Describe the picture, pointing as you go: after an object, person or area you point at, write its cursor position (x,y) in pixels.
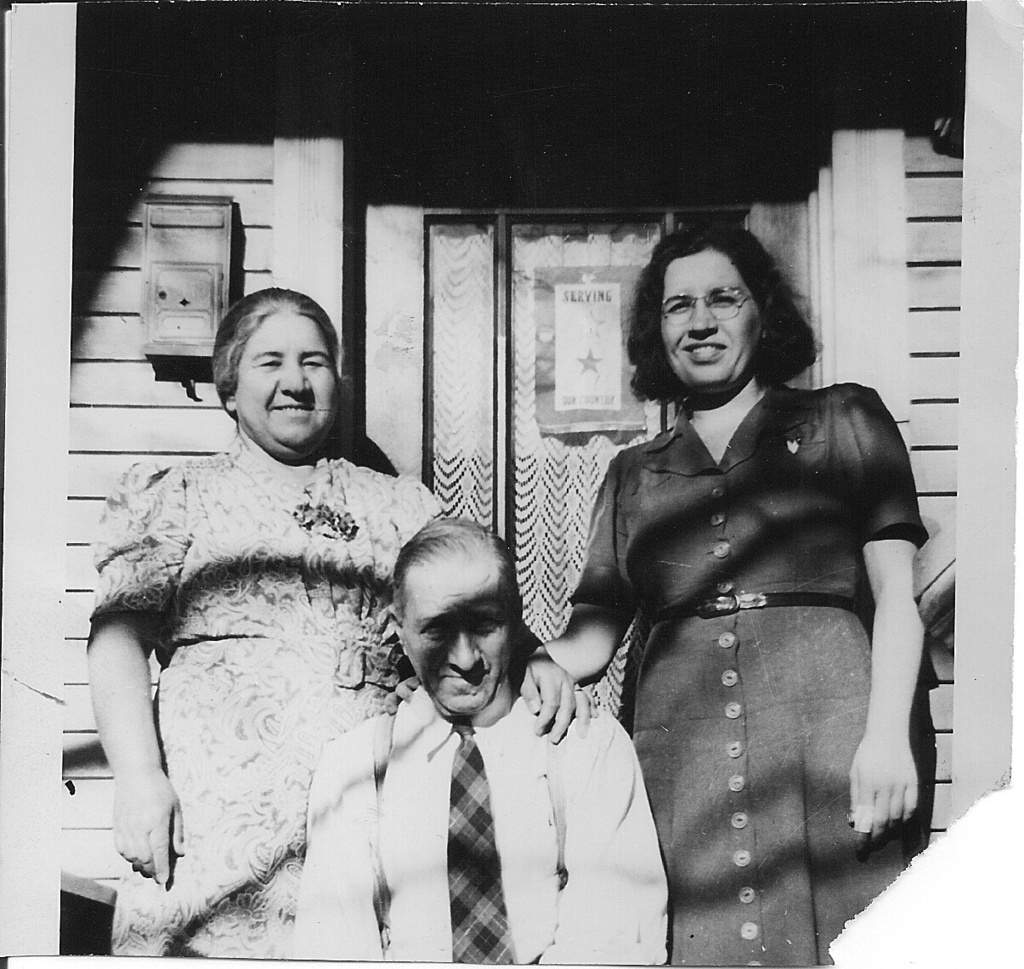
In this picture there is a door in the center of the image (478,338) and there two ladies (697,542) on the right (717,639) and left side of the image (326,595) and there is a door (531,356) behind them and there is a box (171,230) on the left side of the image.
